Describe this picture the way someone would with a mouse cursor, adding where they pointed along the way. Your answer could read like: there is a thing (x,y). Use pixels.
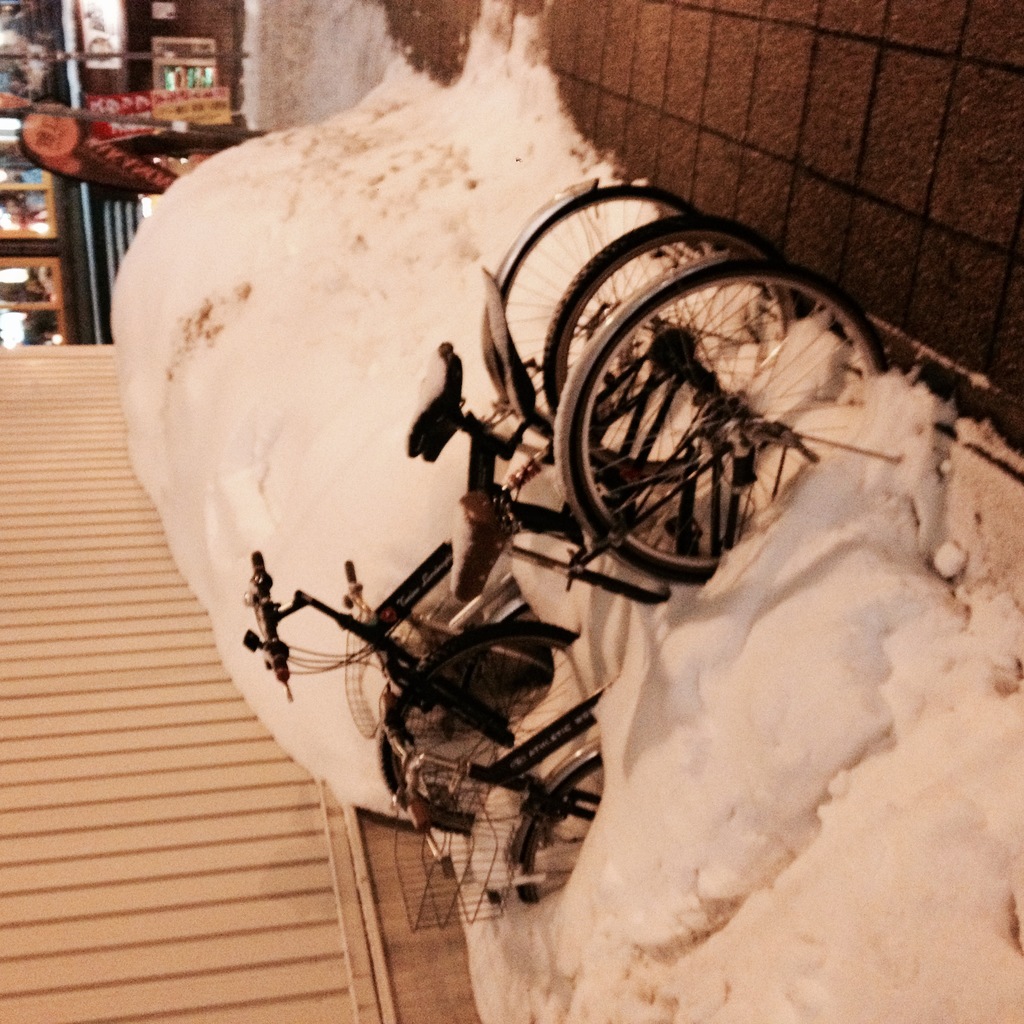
In this picture, we can see bicycles (492,631), snow (750,994) on the ground (273,546), stores (185,69), wall (674,115) and some posters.
